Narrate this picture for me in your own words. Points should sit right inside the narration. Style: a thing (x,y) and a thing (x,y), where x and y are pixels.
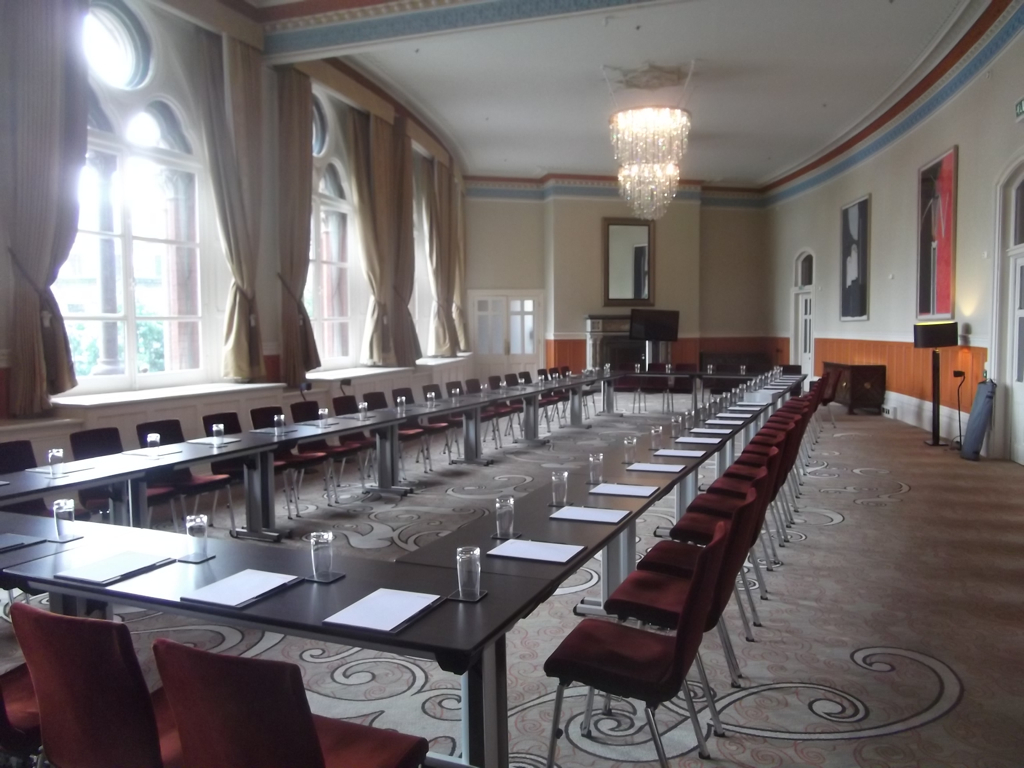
In this image I can see few chairs (692,511). I can see few glasses (323,566), papers (426,600) and few objects (594,514) on the tables (305,593). I can see few windows (324,304), curtains (291,240), doors (495,339), few frames (868,222) and mirror (626,255) is attached to the wall (901,295). I can see few objects (934,367) on the floor (891,502). At the top (653,112) I can see lights (654,134).
